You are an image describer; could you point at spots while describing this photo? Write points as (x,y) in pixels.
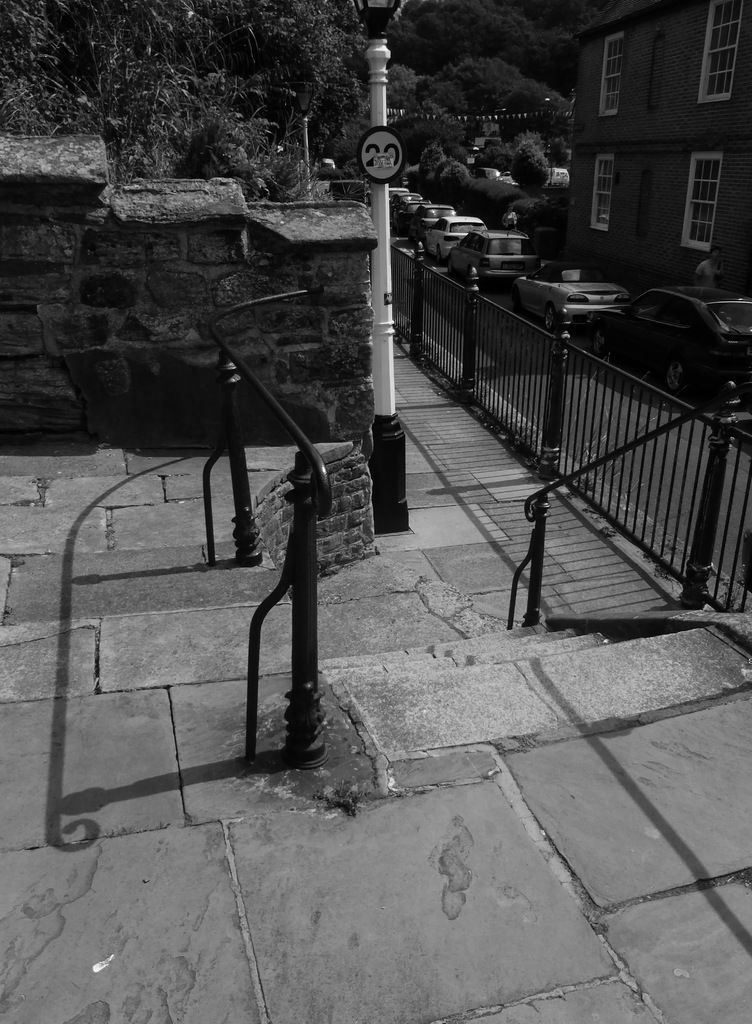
This is black and white image where we can see stairs (543,628), railing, fencing (518,373), pole (375,322) and boundary wall (195,261). Right side of the image (684,330) cars (533,291) are parked on the road (647,463) and one building (652,216) is there. Background of the image (470,59) tree (468,70) are present.
